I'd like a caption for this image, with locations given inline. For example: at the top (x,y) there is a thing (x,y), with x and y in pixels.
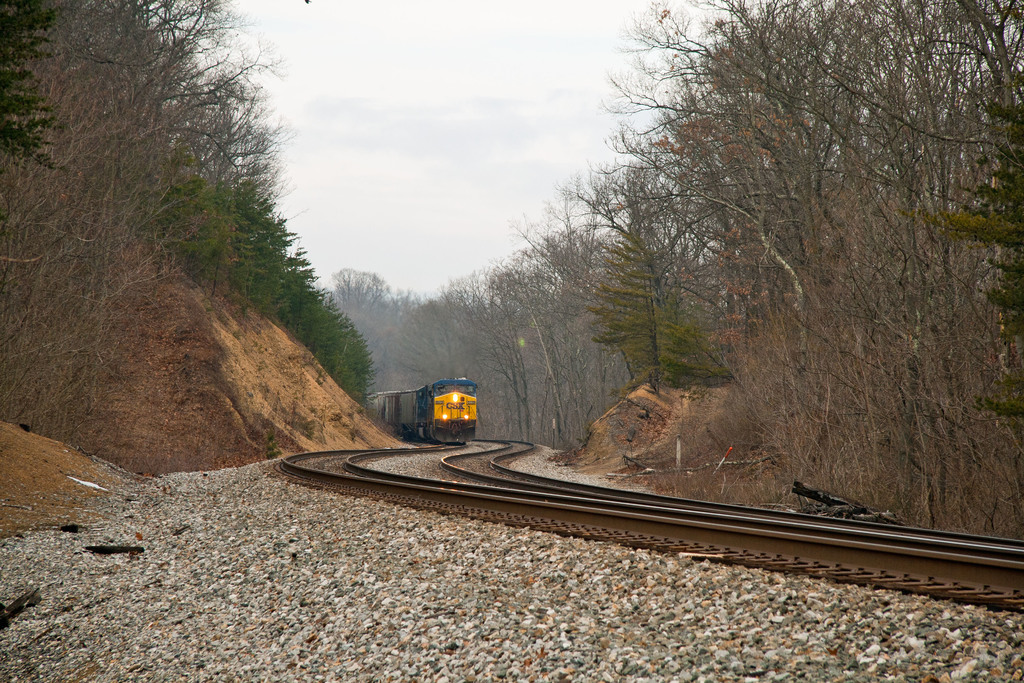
In the picture i can see train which is moving on track (426,448), there are some trees (64,189) on left (100,179) and right side of the picture (683,297) and in the background (419,129) there is cloudy sky (453,163).
